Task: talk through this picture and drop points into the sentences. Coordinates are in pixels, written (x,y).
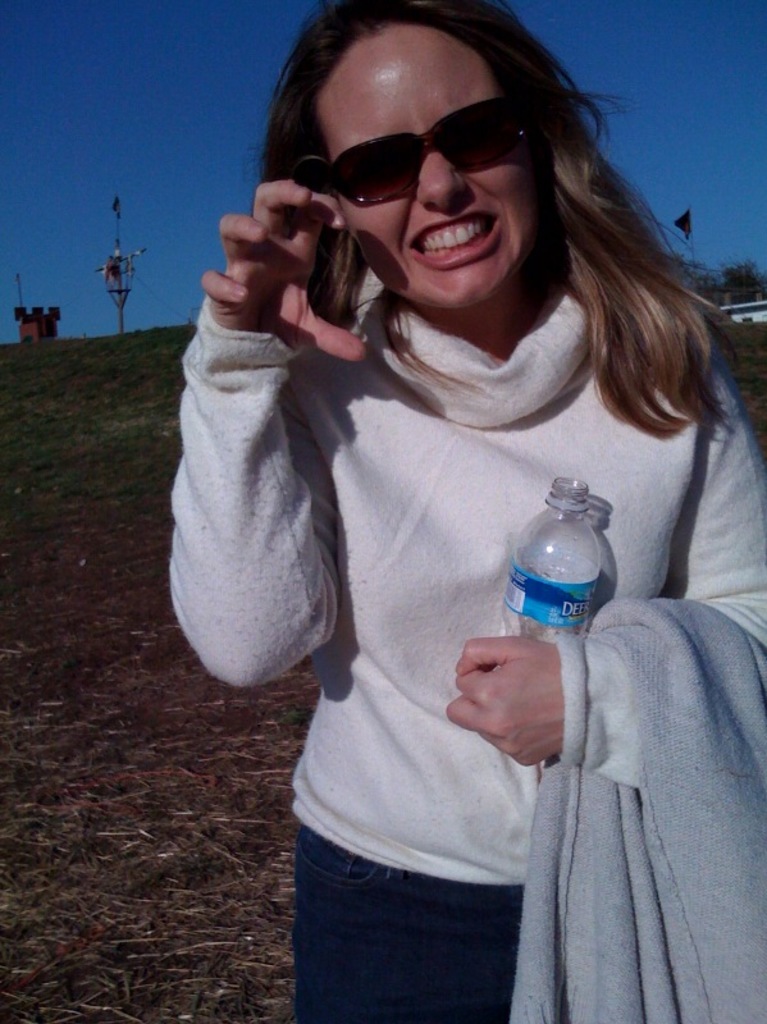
In this image I can see a person (368,726) standing wearing white shirt (450,826), blue pant (427,906) and holding a bottle (559,551). Background (95,390) I can see few poles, grass (132,382) in green color and the sky (140,110) is in blue color.
